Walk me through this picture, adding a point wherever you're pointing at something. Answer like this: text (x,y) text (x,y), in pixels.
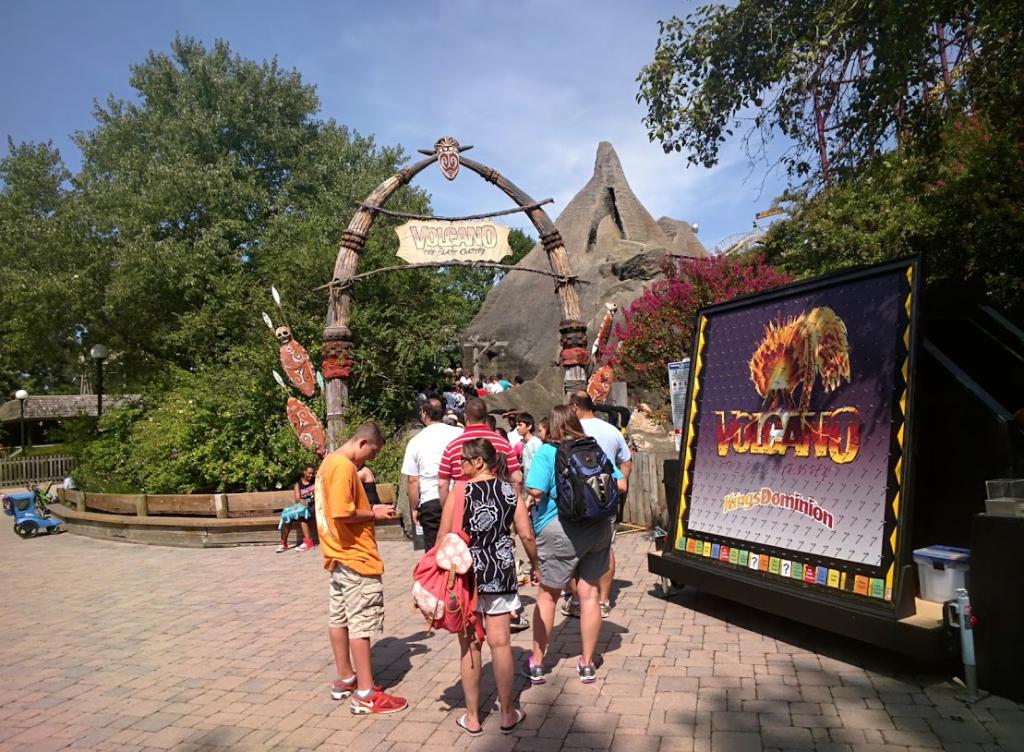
This picture describes about group of people (379,428), few are seated and few are standing, beside to them we can find a hoarding (762,439), in the background (274,206) we can see few trees (300,242), poles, lights (20,396) and rocks (598,266).
